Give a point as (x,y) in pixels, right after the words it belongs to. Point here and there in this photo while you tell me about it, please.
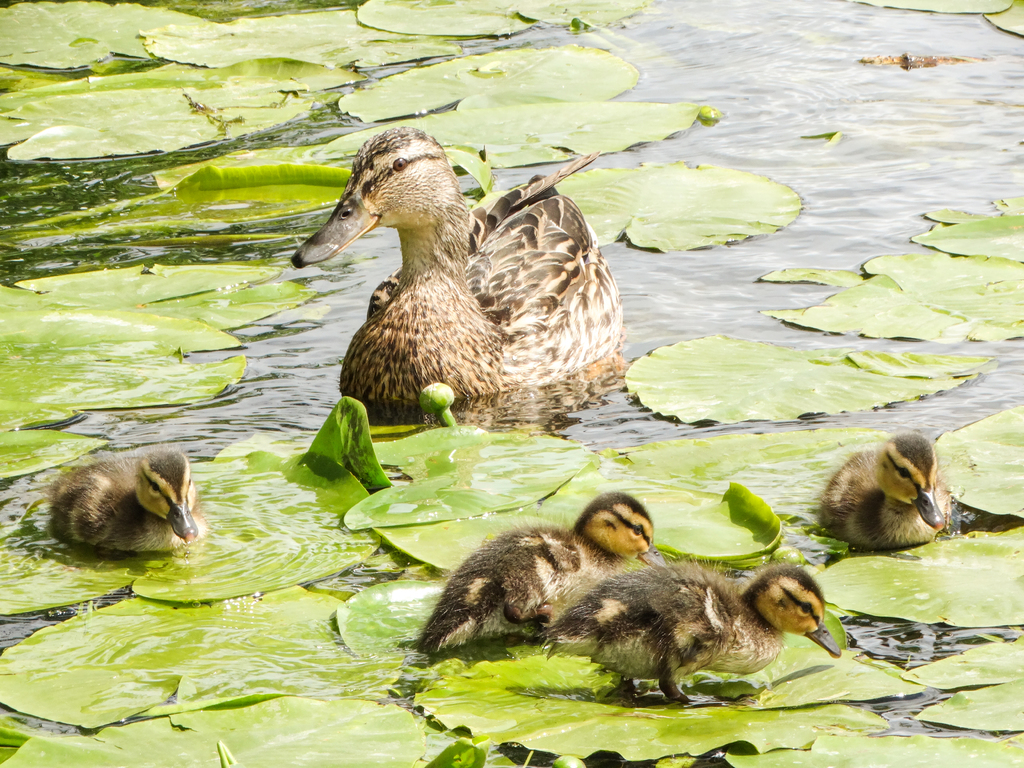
In this image we can see the lake (655,150), one duck (415,395) with four ducklings (910,483) in the water (1019,58), some leaves (420,426) and one bud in the water (408,410).
